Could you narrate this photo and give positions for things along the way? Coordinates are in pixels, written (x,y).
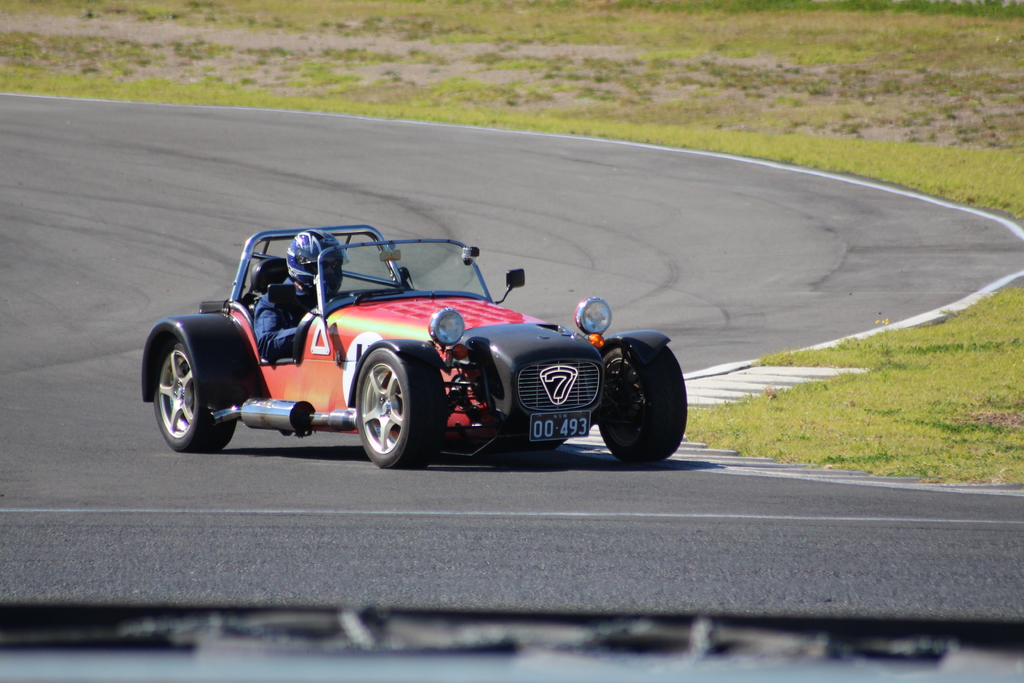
This image consists of a sports car (556,334). In which there is a person (264,306) sitting and wearing a helmet (306,281). At the bottom (550,612), there is a road (506,596). And we can see green grass (890,376) on the ground (988,411). The car (608,409) is in red and black color.
